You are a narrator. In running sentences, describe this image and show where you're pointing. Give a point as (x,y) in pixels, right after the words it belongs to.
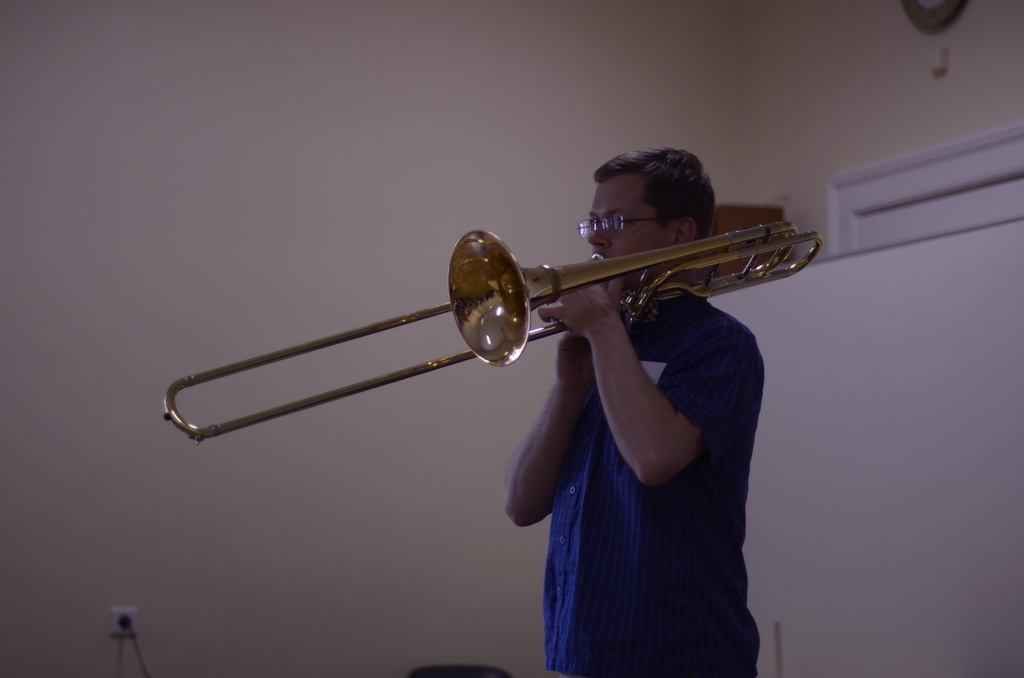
In this image there is a person (627,440) playing a musical instrument (654,275). Behind him there is a wall (360,152). On the right side of the image (934,69) there is some object (930,1) on the wall (946,45).
